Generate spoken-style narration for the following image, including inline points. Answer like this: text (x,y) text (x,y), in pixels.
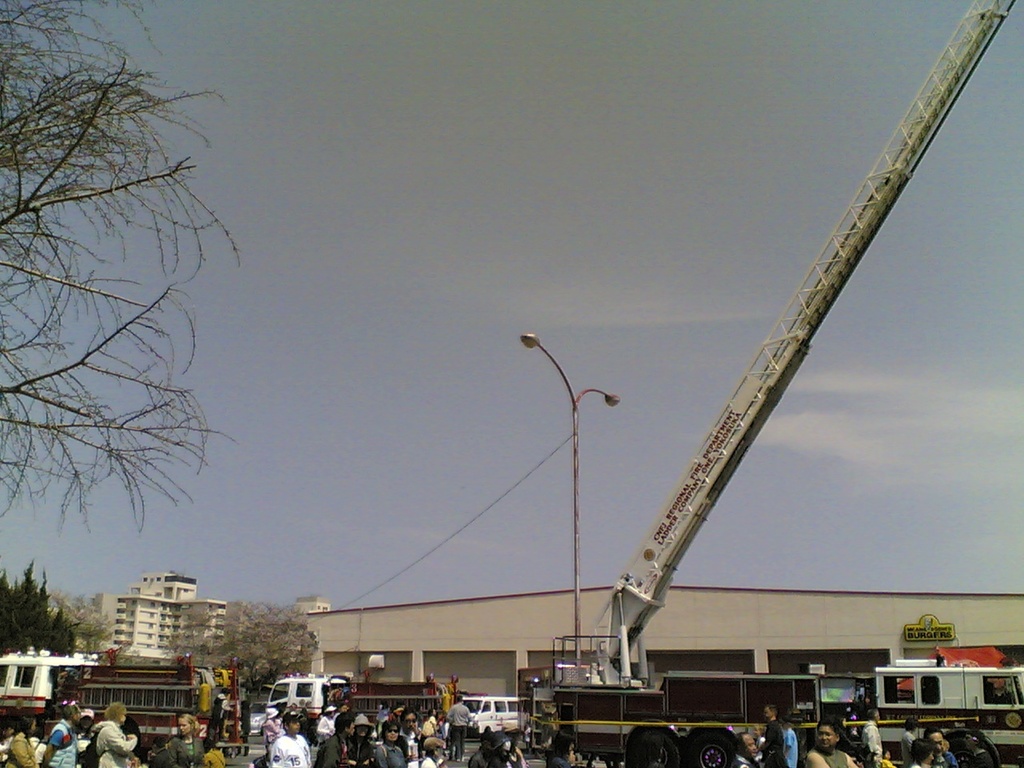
In this picture I can observe a fire ladder truck (642,614) on the right side (775,379). In the middle of the picture (576,496) there is a pole (581,395) to which lights (611,404) are fixed. On the bottom of the picture (494,718) I can observe some vehicles (145,699) and there are some people (340,738) on the road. I can observe building (183,615) on the left side (150,587). In the background (293,317) there is sky (491,184).
